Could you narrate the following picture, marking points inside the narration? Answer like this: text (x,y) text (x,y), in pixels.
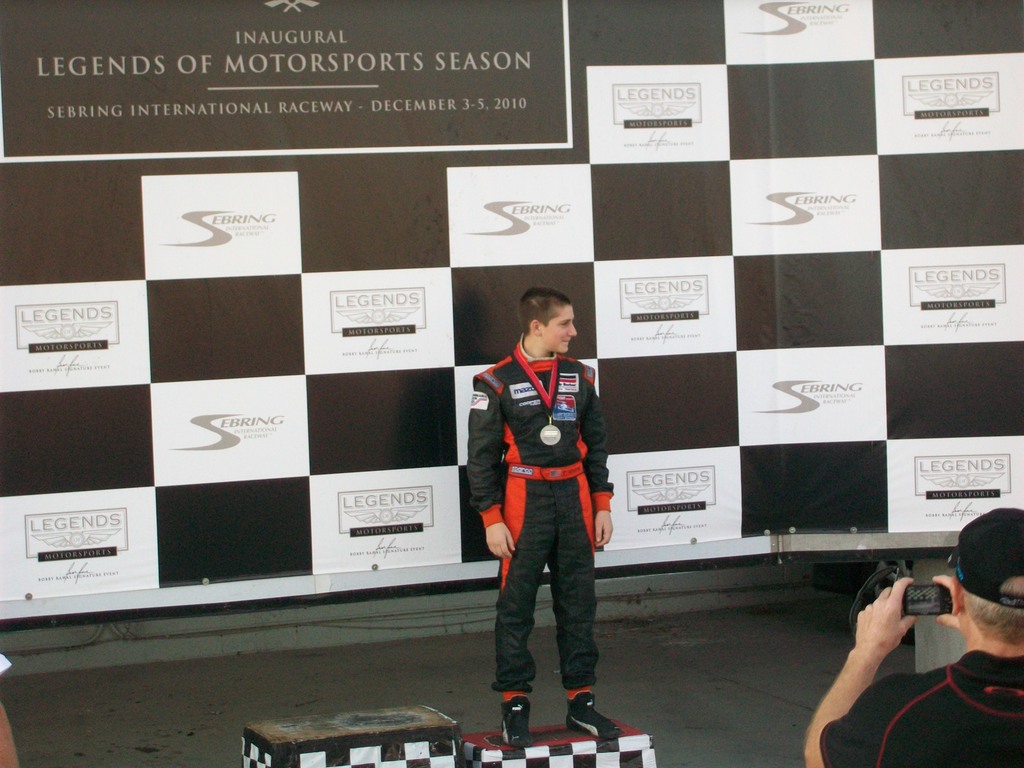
In this picture there is a boy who is standing in the center of the image (585,419) and there is a man (992,650) who is standing in the bottom right side of the image (944,736), it seems to be he is taking a photo and there is a poster (511,150) in the background area of the image (434,133).
